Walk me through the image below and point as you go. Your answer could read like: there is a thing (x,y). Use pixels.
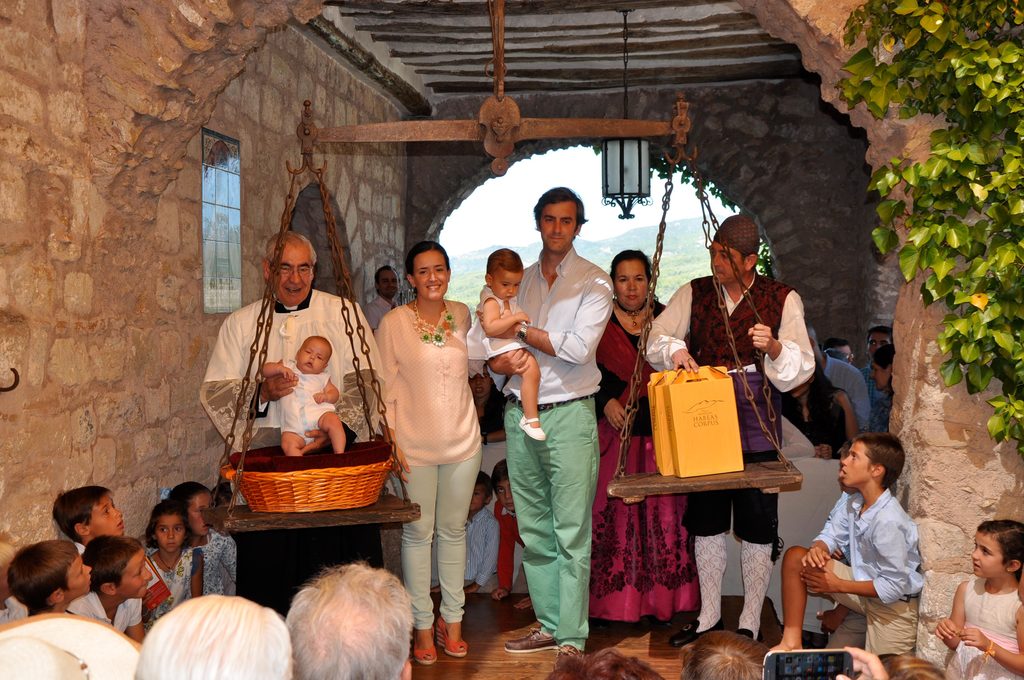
In this image I can see group of people (416,310) standing, in front (397,509) I can see weighing machine (377,507), I can also see plants (936,189) in green color and sky (551,187) in white color.
